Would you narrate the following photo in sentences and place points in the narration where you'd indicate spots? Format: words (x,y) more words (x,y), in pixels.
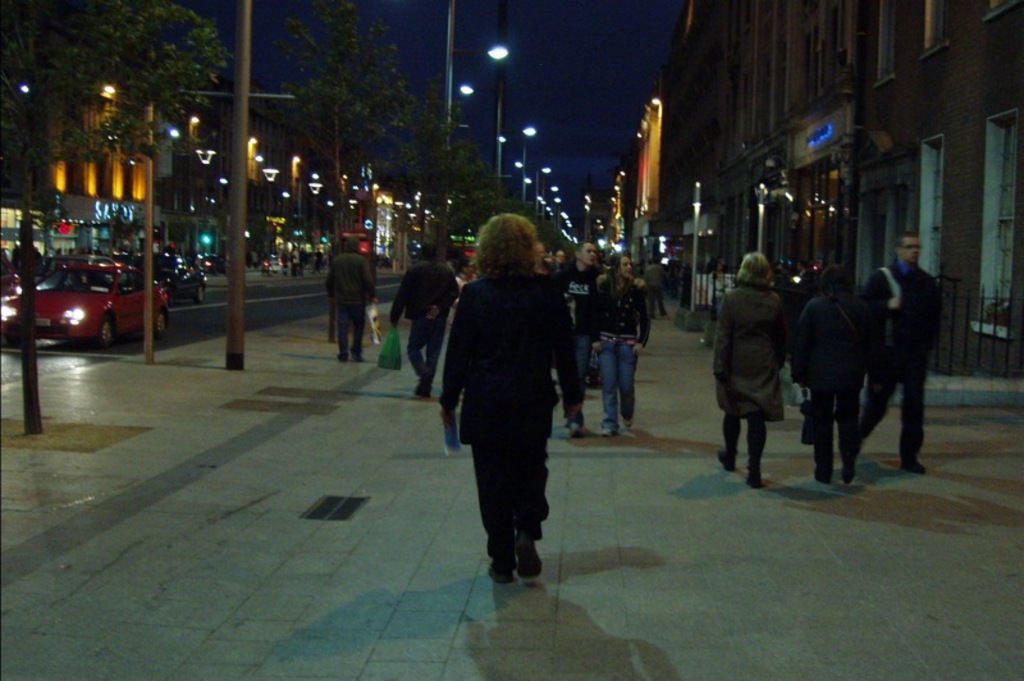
In this picture I can see group of people (356,258) standing, there are vehicles (126,319) on the road (310,296), there are iron grilles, lights (74,309), poles (231,271), trees (479,174), buildings (639,225), and in the background (482,43) there is sky (543,99).
